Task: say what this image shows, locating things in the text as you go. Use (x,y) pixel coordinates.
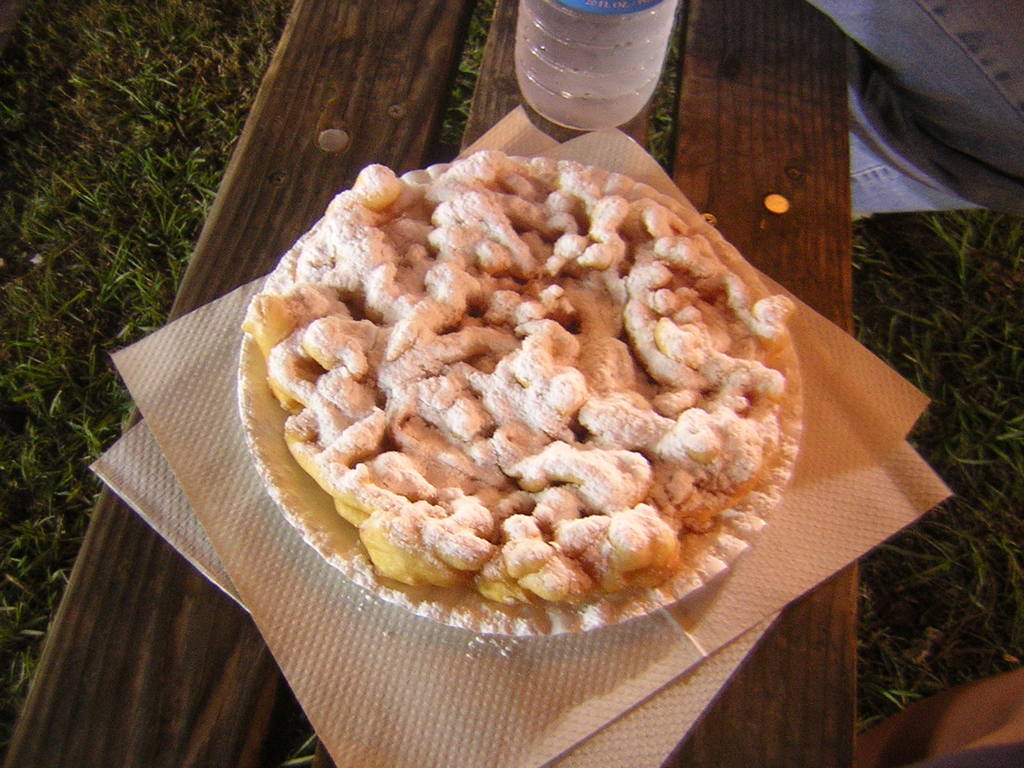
In this picture I can see a food item (547,559) on the plate (673,586), there are tissues (202,382) and a water bottle (606,117) on the wooden object (798,117), there are legs (911,168) of two persons (865,168), and there is grass (105,274).
